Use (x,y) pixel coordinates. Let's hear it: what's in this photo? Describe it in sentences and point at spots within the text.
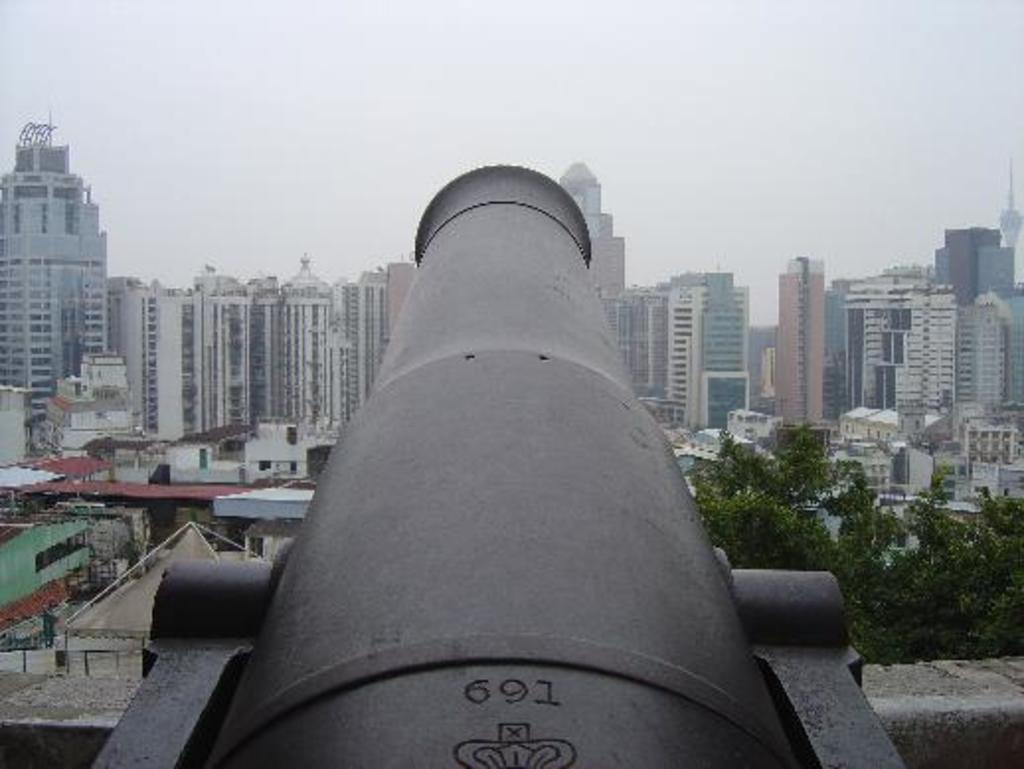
In this image in the front (459,505) there is a cannon (566,688). In the background (985,269) there are buildings (748,344), trees (787,530) and the sky (475,48) is cloudy.
